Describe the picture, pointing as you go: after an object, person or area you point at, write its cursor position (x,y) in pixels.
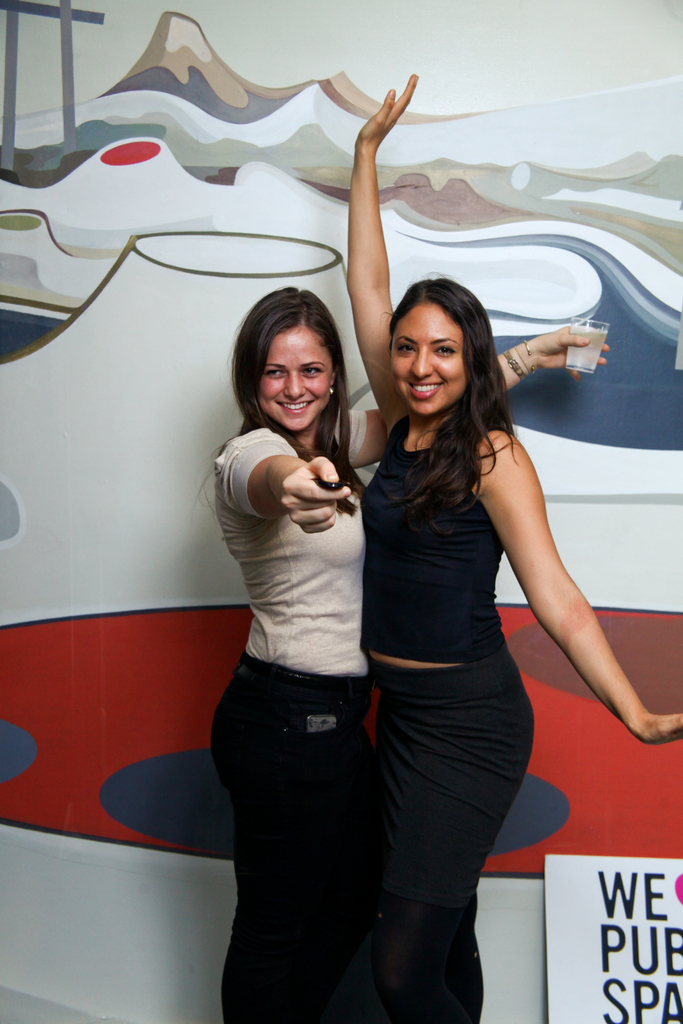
Middle of the image (349,390) we can see two women (423,580) are standing and smiling. One woman (303,406) is holding a glass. Background (621,356) there is a board (577,881) and painted wall (639,398).
